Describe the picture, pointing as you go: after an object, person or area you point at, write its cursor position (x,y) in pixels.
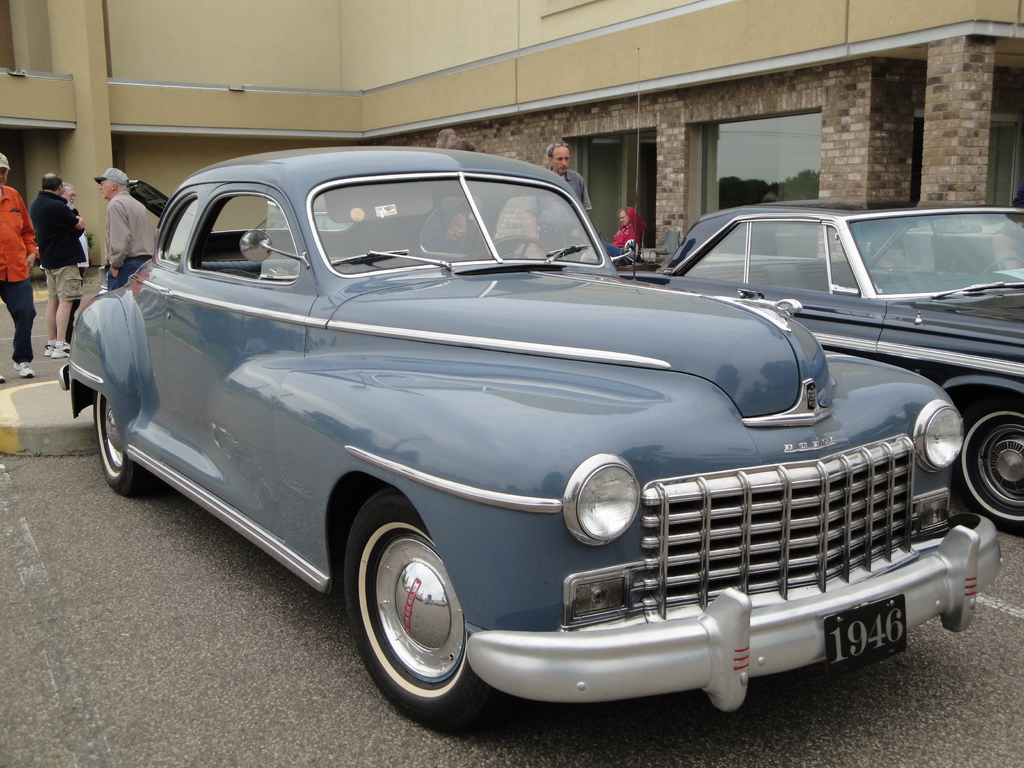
In this image there are two cars (584,437) parked, behind the cars (230,409) there are few persons (107,257) standing and few are walking. In the background (363,60) there is a building (325,70).
